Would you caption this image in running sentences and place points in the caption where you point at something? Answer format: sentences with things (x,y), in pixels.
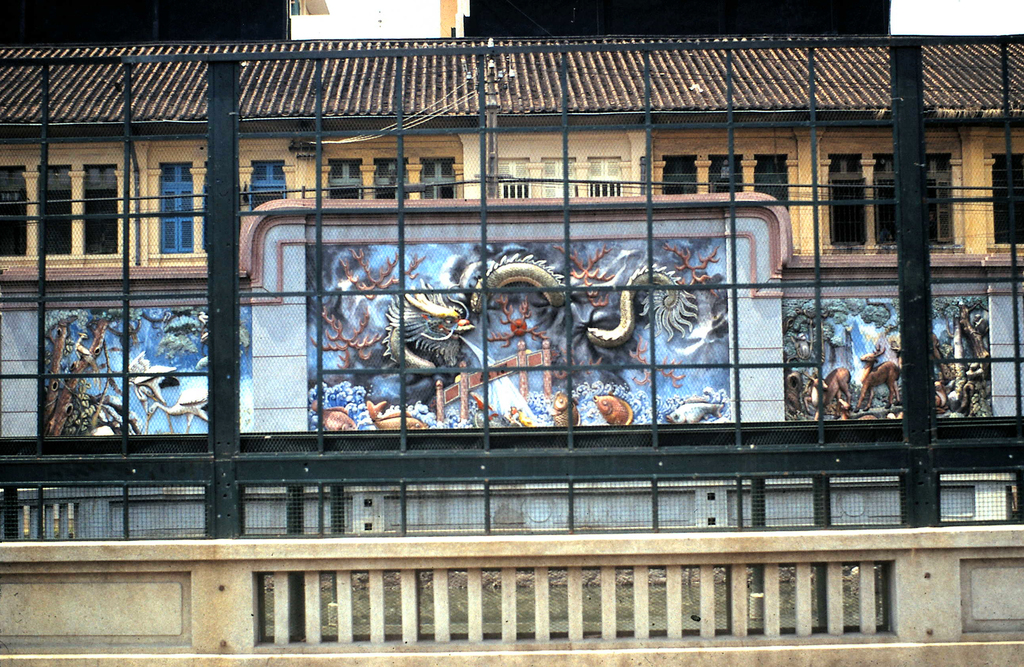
In this image we can see buildings (858,60) with windows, fence (473,472) and we can also see the carved sculptures (610,307).
